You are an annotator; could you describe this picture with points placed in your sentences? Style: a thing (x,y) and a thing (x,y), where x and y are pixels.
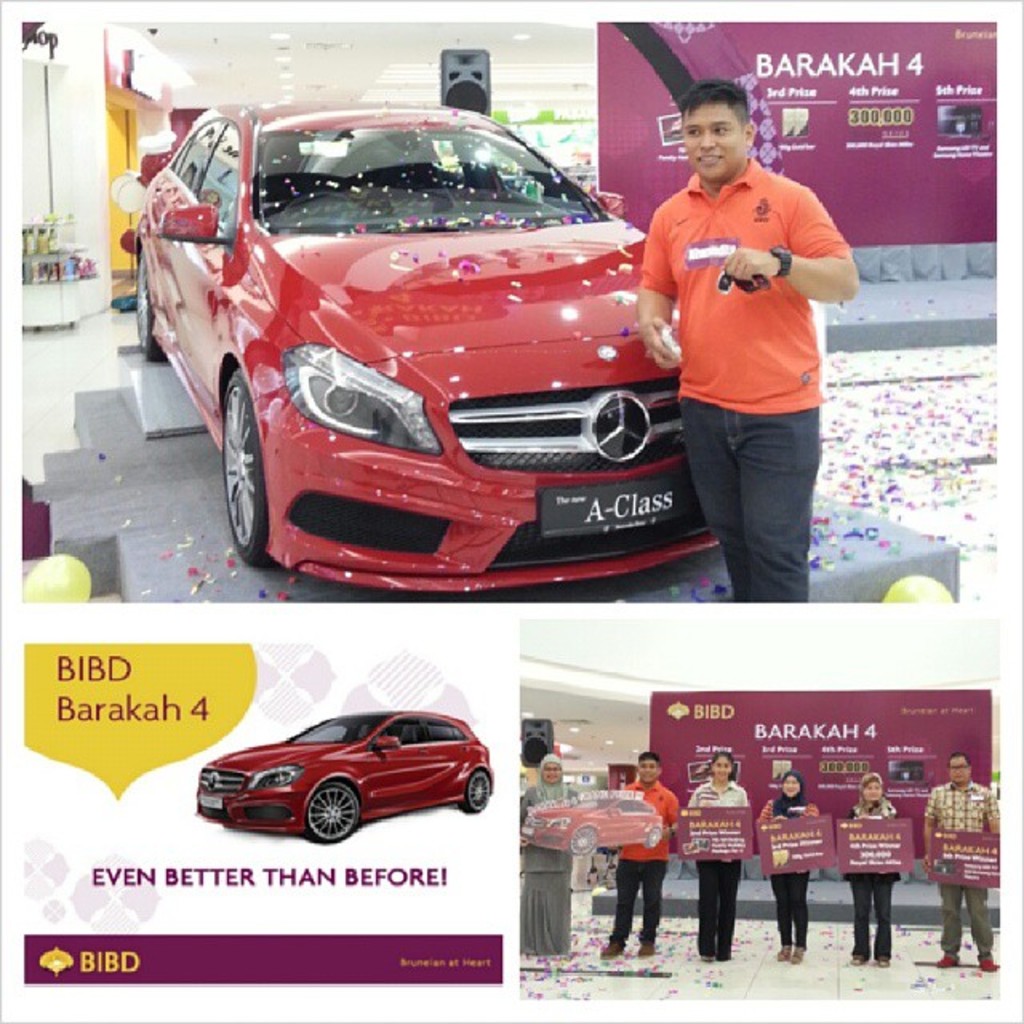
In this image, we can see a poster (991,592). At the top of the poster (702,377), we can see a man (806,226) standing beside the car (365,360). At the bottom (801,835), we can also see a group of people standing and holding some object (801,850) in their hand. On the left side of the poster (251,764), we can see a picture (274,759) of a car (235,766) and some text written on it.
